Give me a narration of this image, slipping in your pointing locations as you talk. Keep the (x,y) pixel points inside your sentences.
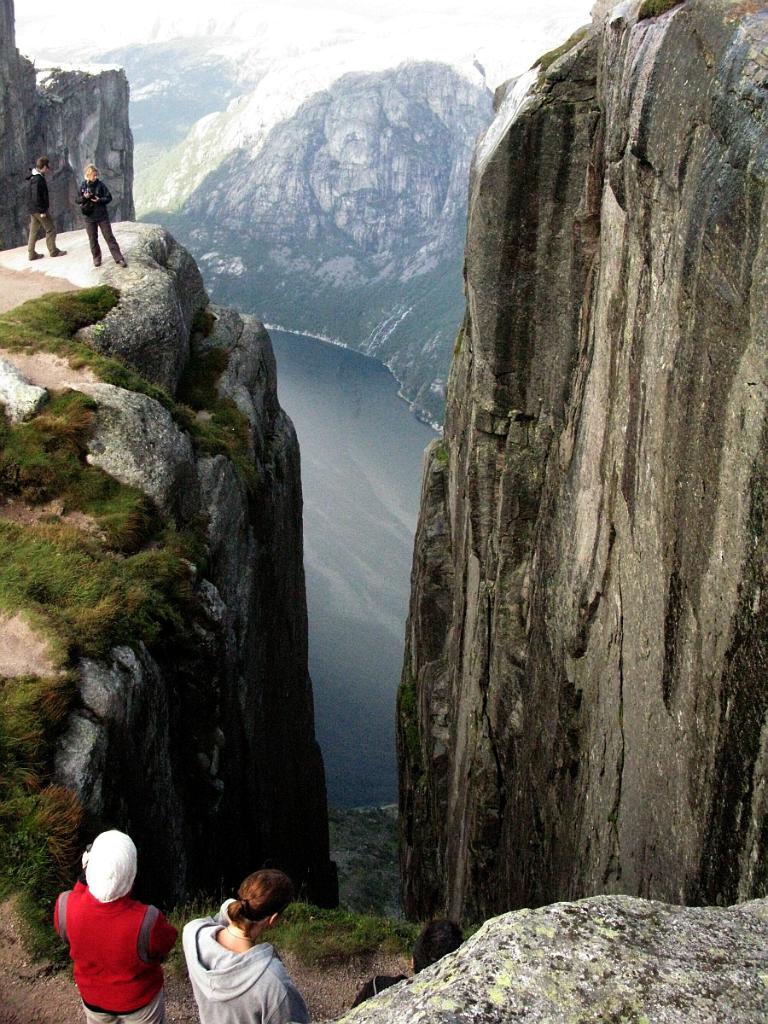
In this image there are a few people (240,953) standing on the top edge (64,244) of the rock (236,557), beside them there is water (340,426), in the background of the image (316,110) there are mountains (312,119).
